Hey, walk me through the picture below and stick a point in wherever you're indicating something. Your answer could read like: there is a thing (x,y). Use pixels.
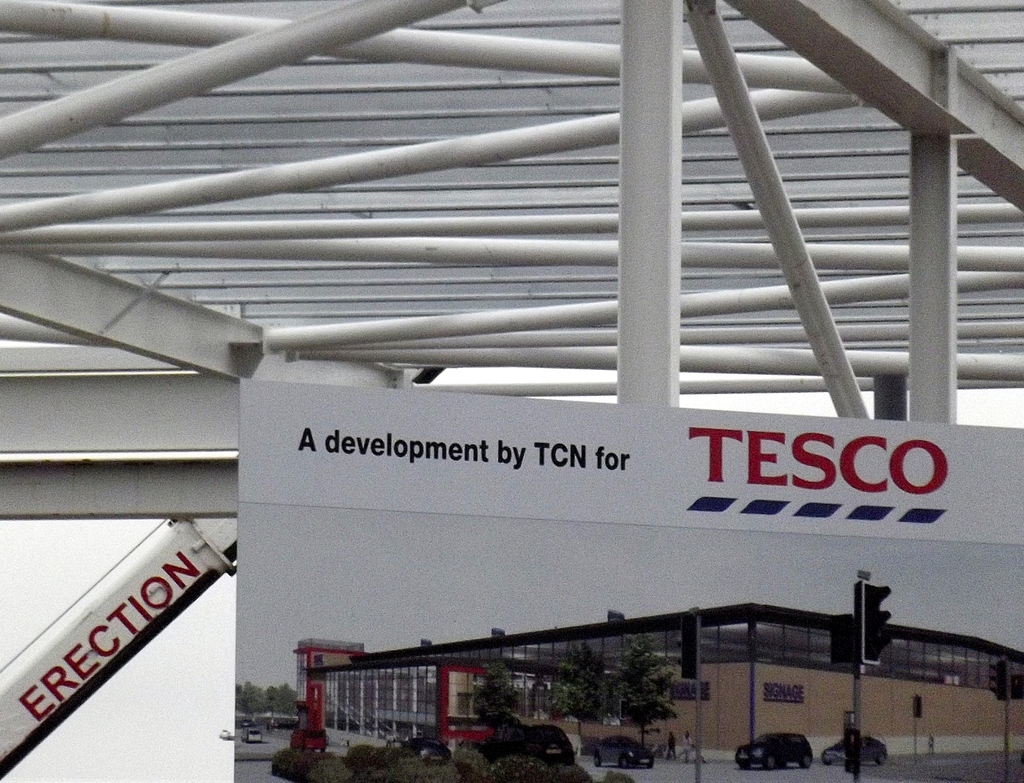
In this picture we can see banner poster (556,670) in the front (504,438). Behind we can see white iron frames (566,214).
